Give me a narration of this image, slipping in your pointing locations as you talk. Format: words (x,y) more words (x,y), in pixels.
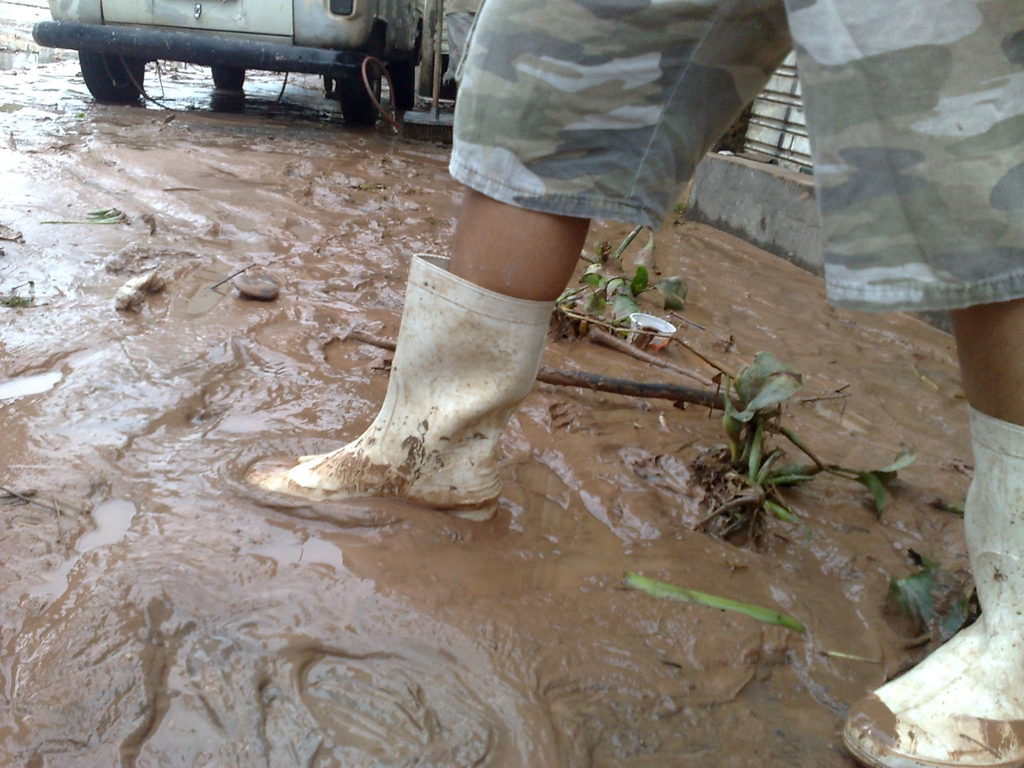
In this image we can see the legs (475,256) of a person (629,192). Behind the person (478,243) we can see plants (642,264), wall (757,173) and mud (246,80). In the top left (204,36), we can see a vehicle (224,43).
